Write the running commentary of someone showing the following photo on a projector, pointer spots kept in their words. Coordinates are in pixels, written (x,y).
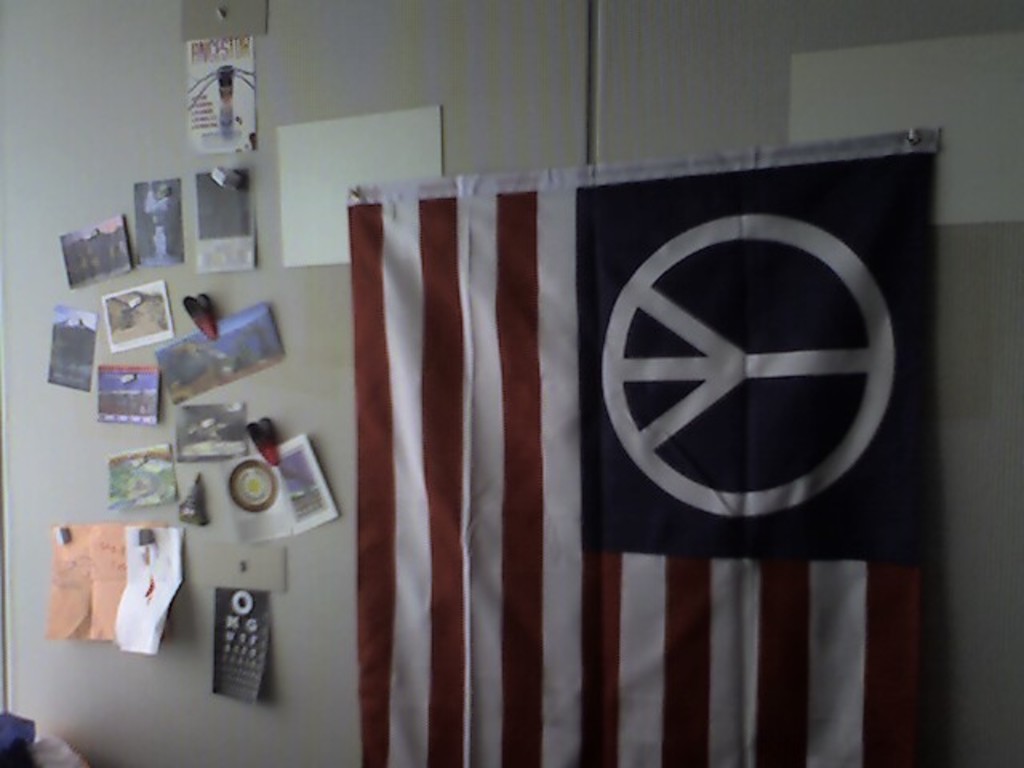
In this image there is a flag (925,299), few photos (217,416) and posters (152,644) are pinned to the wall (336,279).
